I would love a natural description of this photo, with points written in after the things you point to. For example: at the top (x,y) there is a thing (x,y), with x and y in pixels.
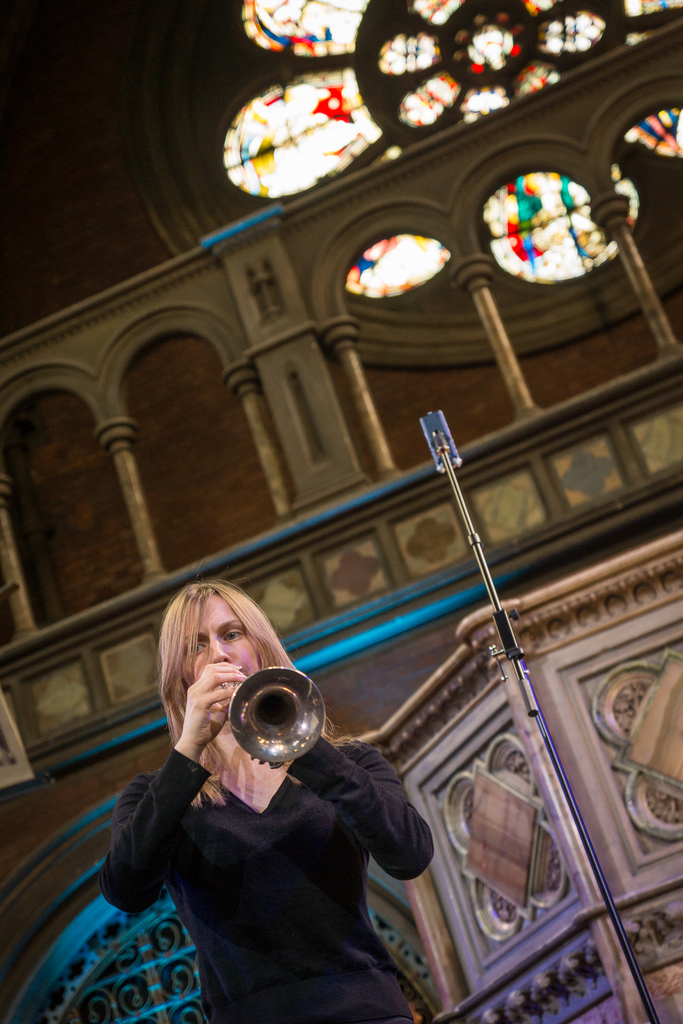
In this picture, we see the woman (320,818) in the black dress (325,843) is stunning. She is playing the trumpet (268,690). Beside her, we see a microphone (443,419). Behind her, we see a building (323,423) and the railing (600,409). At the top (455,4), we see stained glass windows (287,159).
